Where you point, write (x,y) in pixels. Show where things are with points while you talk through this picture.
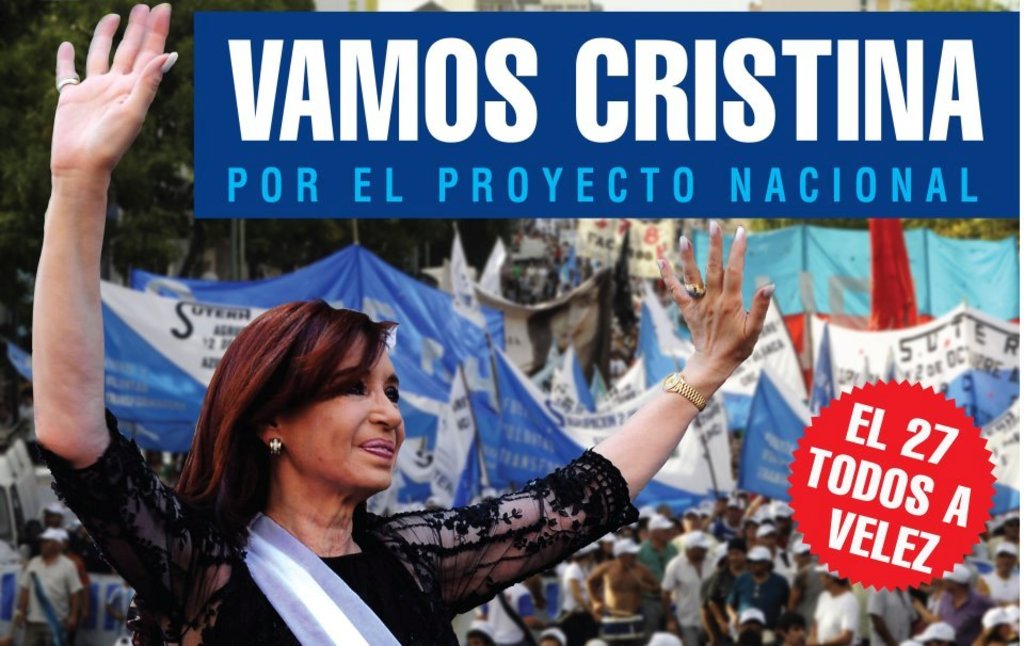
In this image I can see people (578,556) and banners (580,368). In the front (327,422) I can see a woman (316,489). The woman (298,490) is smiling. Here I can see trees (35,87). Here I can see something written on the image.
